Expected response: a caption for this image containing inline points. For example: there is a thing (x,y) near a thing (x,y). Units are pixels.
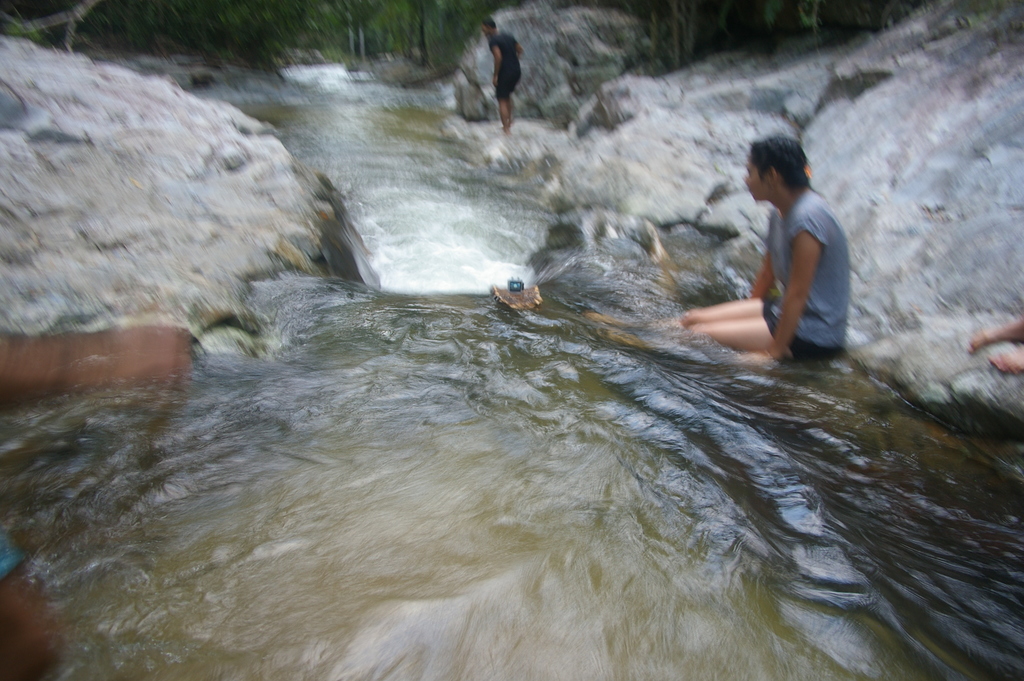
In this image we can see big rocks (744,257). There are few people (765,262) in the image. There is a flow of water (574,481) in the image There are many trees (359,29) in the image.
